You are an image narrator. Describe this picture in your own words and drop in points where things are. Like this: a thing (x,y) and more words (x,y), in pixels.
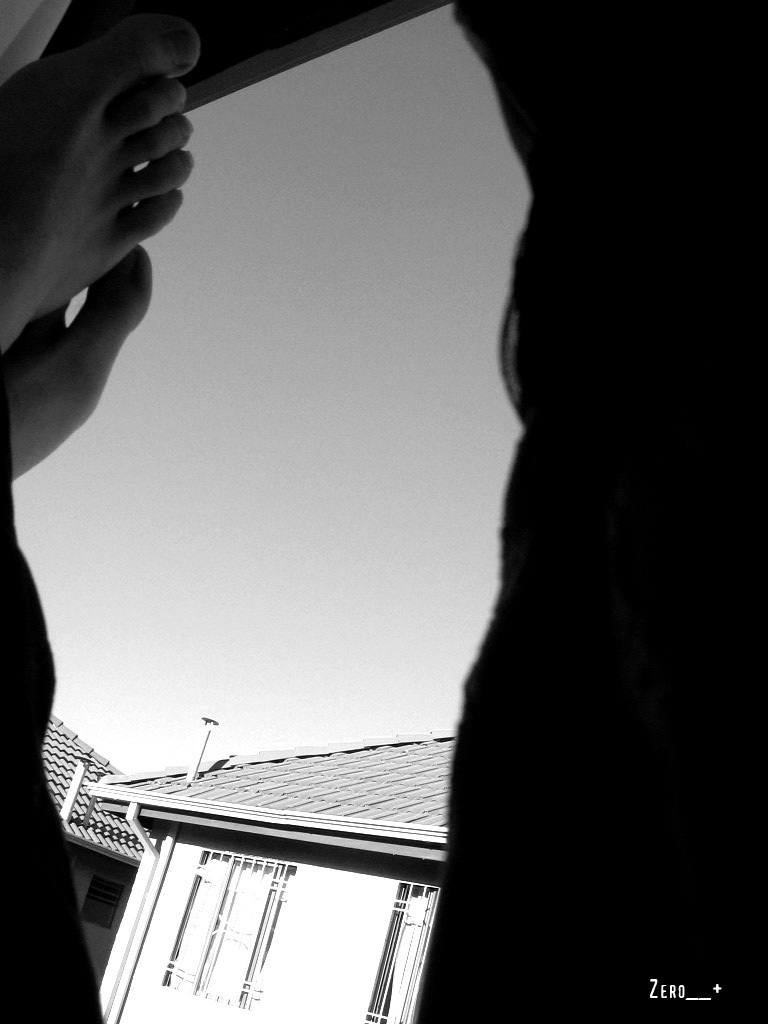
In this black and white image we can see the legs (90,310) of a person (92,282) and buildings (209,861). In the background (244,535) there is the sky (289,385).
